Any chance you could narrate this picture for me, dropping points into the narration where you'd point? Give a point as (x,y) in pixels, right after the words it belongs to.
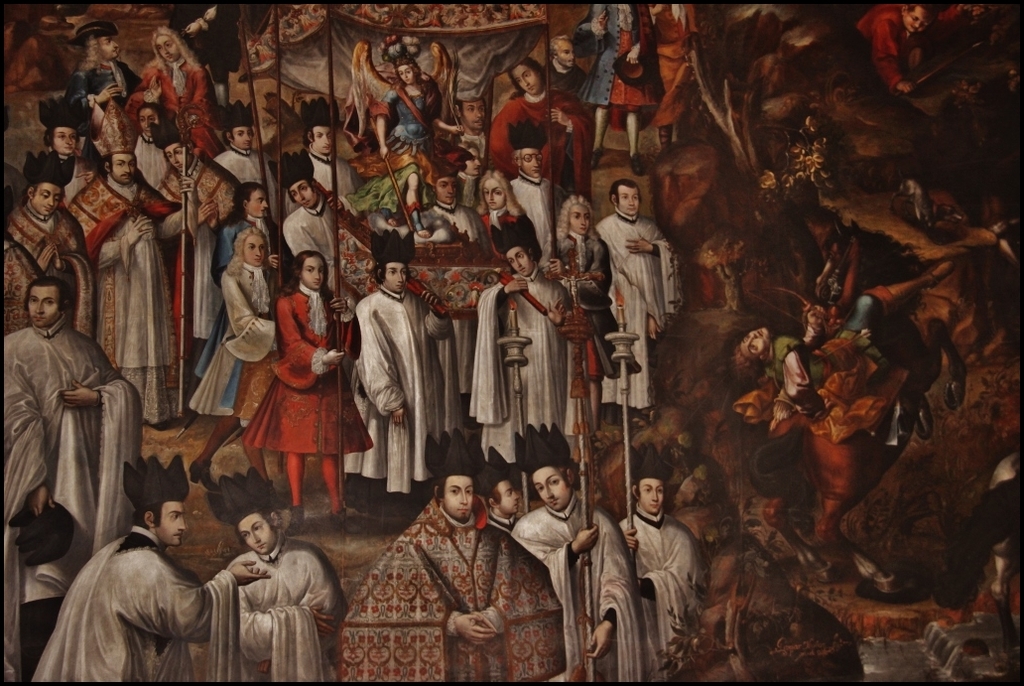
This picture is a painting. In this image there are group of people (493,542). In the foreground (468,560) there are two persons (580,560) standing and holding the objects (517,375). In the middle of the image (368,447) there are group of people (311,202) holding the sculpture (447,125).
